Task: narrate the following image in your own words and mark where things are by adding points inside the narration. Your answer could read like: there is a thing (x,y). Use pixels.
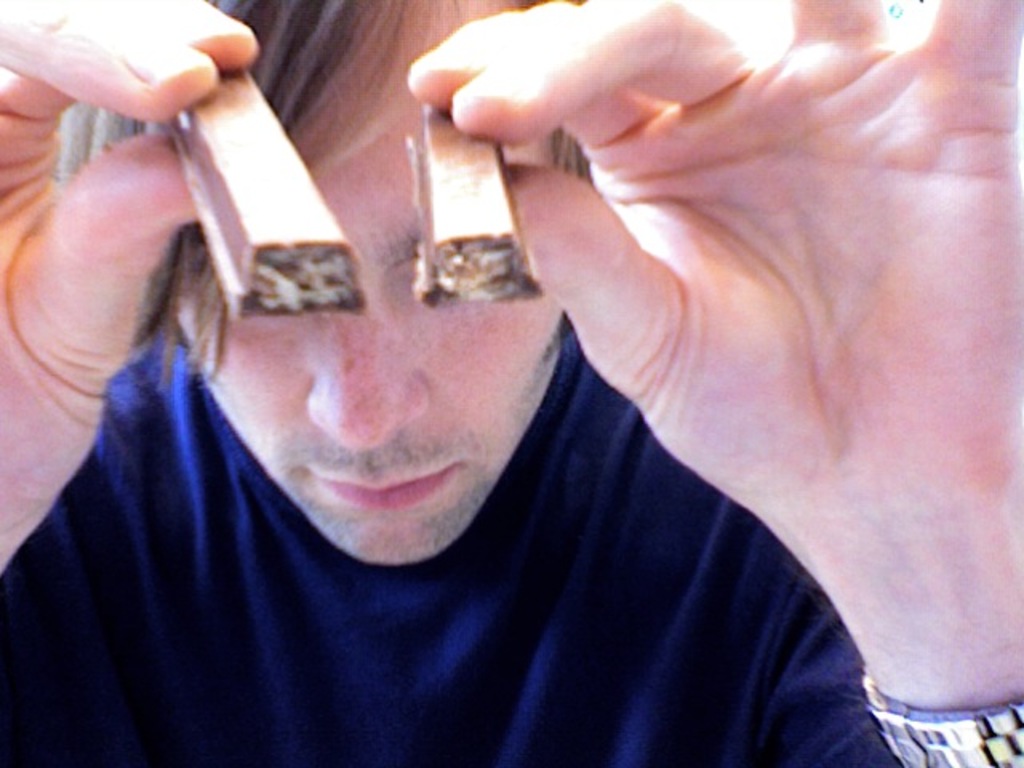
In the picture I can see a man (388,389) wearing a T-shirt (600,387) and he is holding the chocolate pieces (204,119) in his hands (555,182).
